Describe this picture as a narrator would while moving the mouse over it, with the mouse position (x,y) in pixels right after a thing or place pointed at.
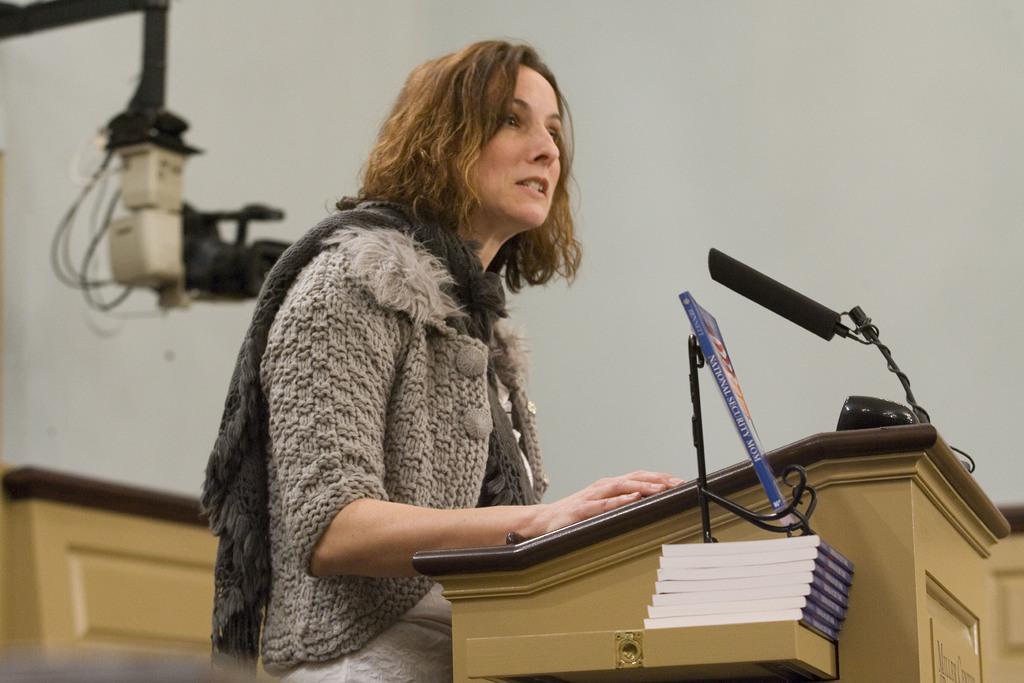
In this image in the center (503,335) there is one woman (496,344) who is talking, in front of her there is podium (945,557), mike (888,365) and some books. In the background (259,206) there is camera (234,244), and some objects (28,518) and wall (230,206).
